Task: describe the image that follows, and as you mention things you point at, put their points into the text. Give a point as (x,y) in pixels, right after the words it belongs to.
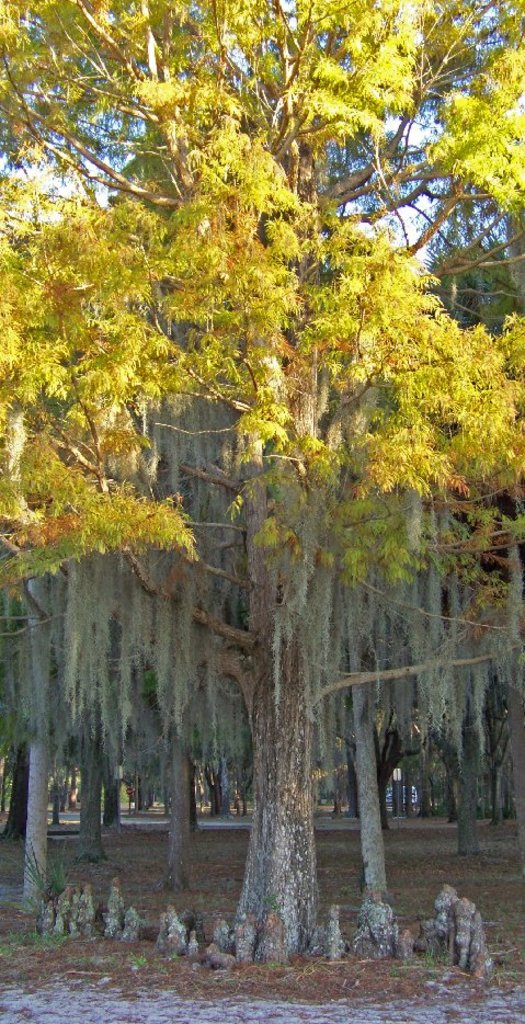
This is an outside view. In this image I can see many trees (216,721) on the ground (186,968).
